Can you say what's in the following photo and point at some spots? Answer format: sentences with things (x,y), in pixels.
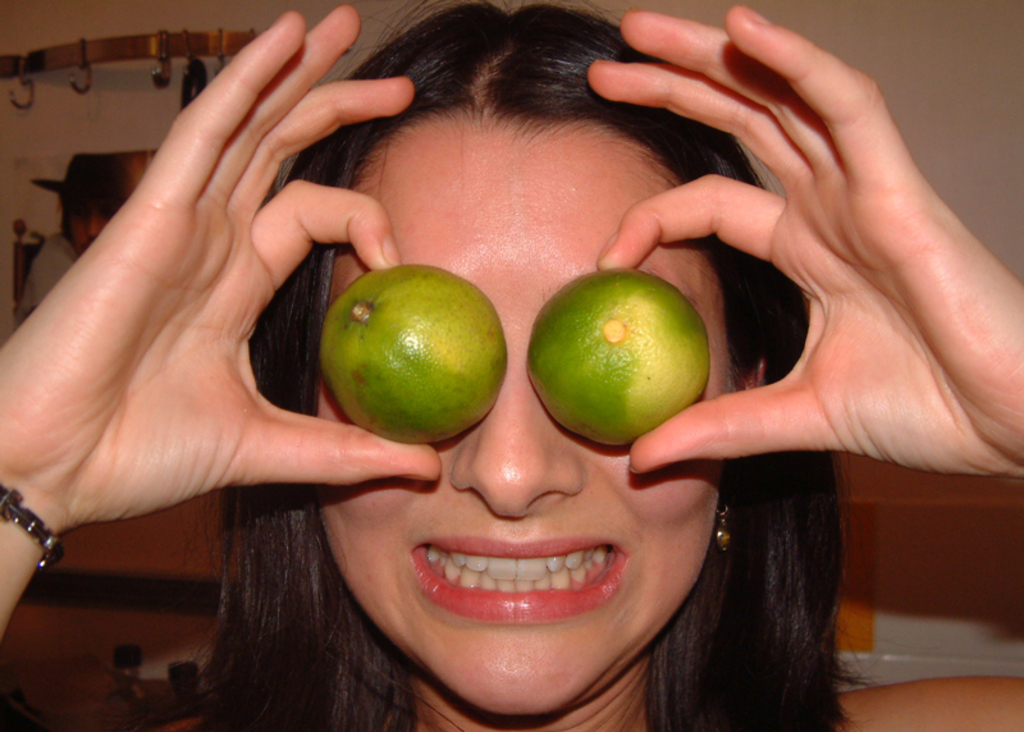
In this image in the front (406,369) there is a woman (710,570) holding fruits (446,421) in her hand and smiling. In the background (21,53) there is a wall (886,33) and on the wall (898,36) there is a stand (36,59) and there is an object (90,191) which is black in colour and on the object (83,201) there is a cloth (42,267) which is grey in colour.
